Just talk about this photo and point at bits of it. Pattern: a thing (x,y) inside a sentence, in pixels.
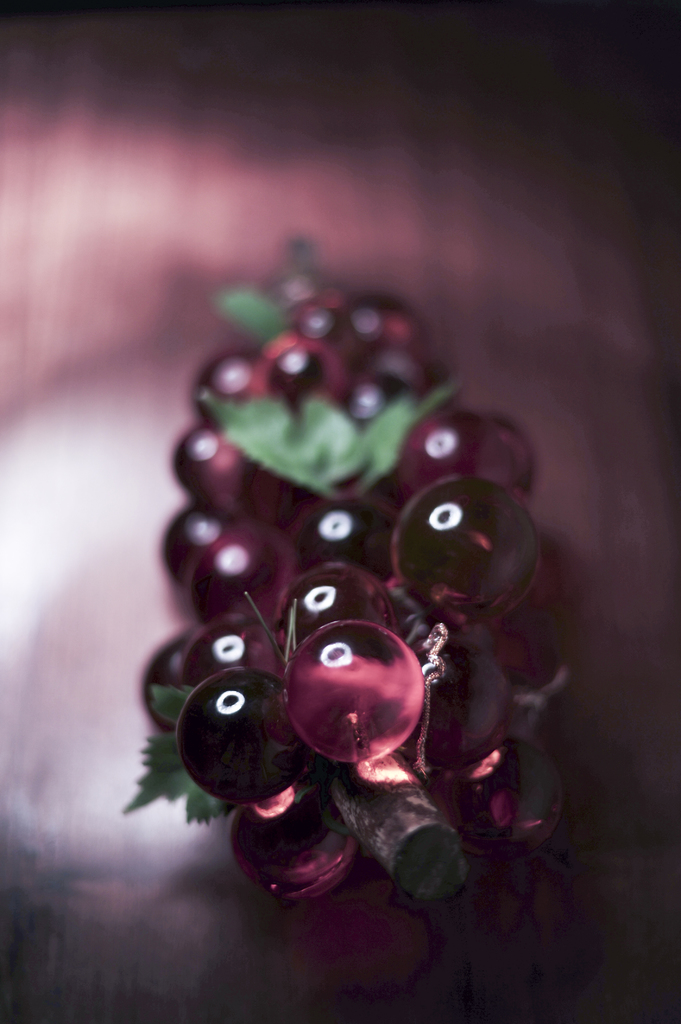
In this picture we can see fruits (187,716) and leaves (175,758) and in the background (75,781) we can see it is blurry.
